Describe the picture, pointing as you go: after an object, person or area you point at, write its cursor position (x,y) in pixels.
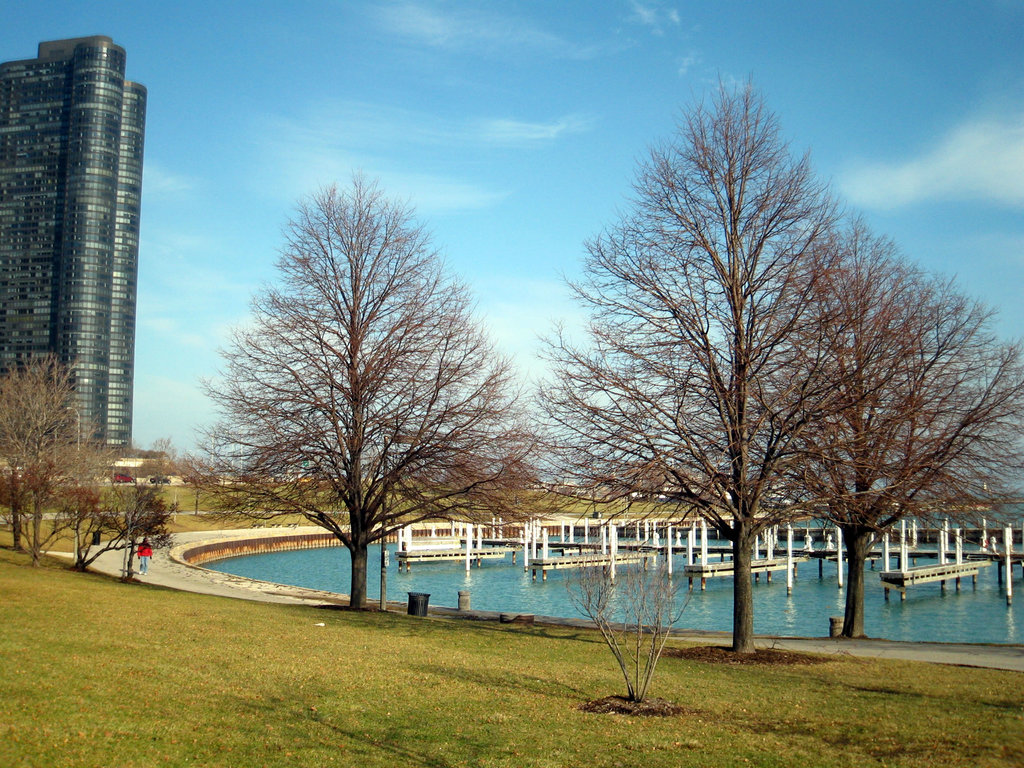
In this image, we can see so many trees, poles (533,556), walkway (208,531), grass (7,749), plants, dustbins (417,610). Background (1000,243) there is a sky (915,115). On the left side of the image (66,153), we can see a buildings (24,318). Here we can see a person (149,558) on the walkway (151,572).
